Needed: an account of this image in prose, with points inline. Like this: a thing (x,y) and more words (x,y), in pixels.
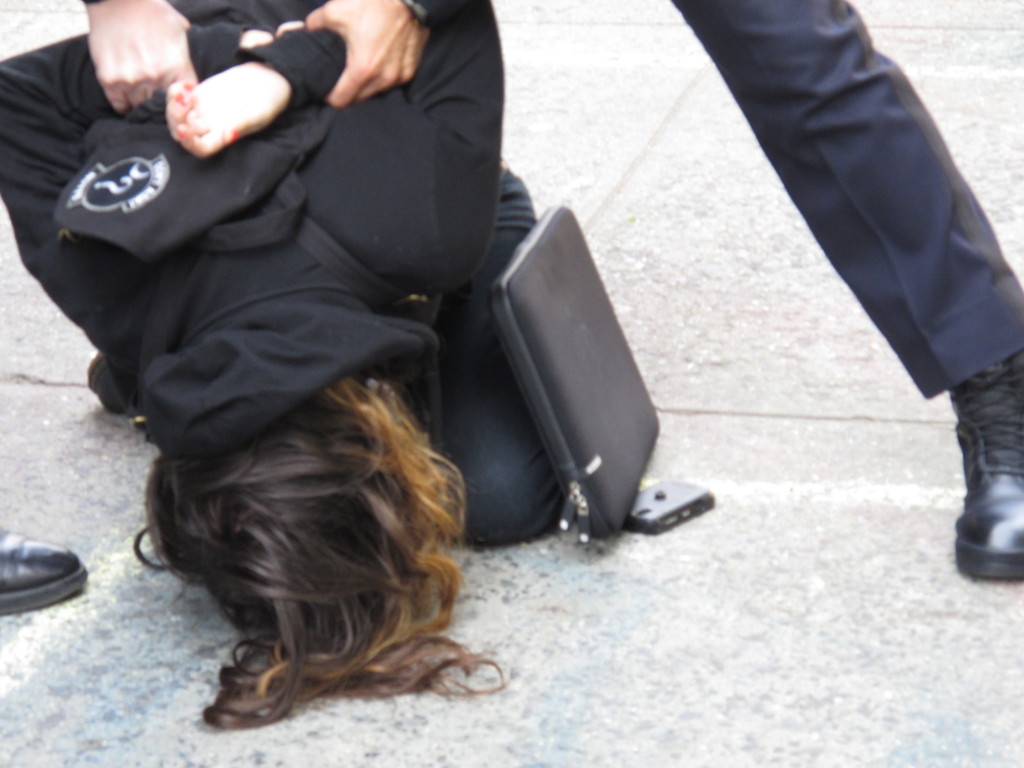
In this image we can see a person (321,478) kneel down on the floor (811,266). Here we can see a person's hands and leg (1023,341). There are some other objects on the floor (98,628). On the left side of the image (55,588) it looks like a footwear (57,561). At the bottom of the image (23,629) there is a floor (84,593).
